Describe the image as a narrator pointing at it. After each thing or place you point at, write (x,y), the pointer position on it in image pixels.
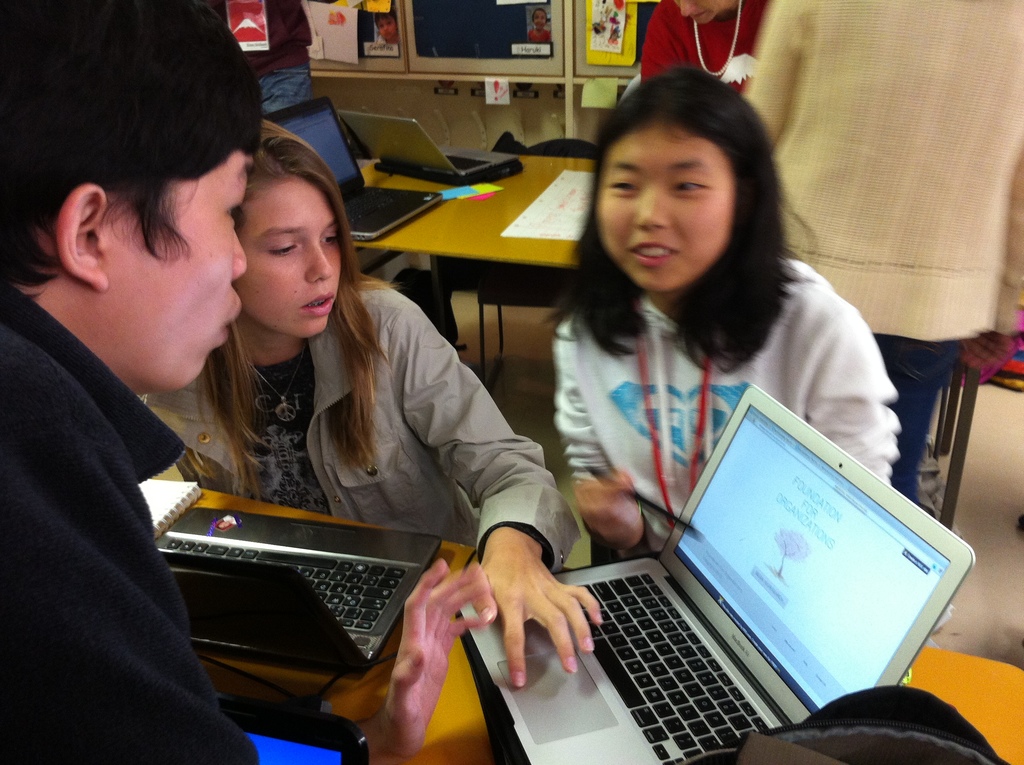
In this picture I can see couple of girls (383,360) seated and I can see couple of laptops (749,592) on the table (456,749) and I can see few people (943,247) are standing and I can see another two laptops (481,160) on the another table (546,256) in the back (398,198) and I can see few posts (533,18) and looks like a cupboard (508,82) in the back (375,101).
